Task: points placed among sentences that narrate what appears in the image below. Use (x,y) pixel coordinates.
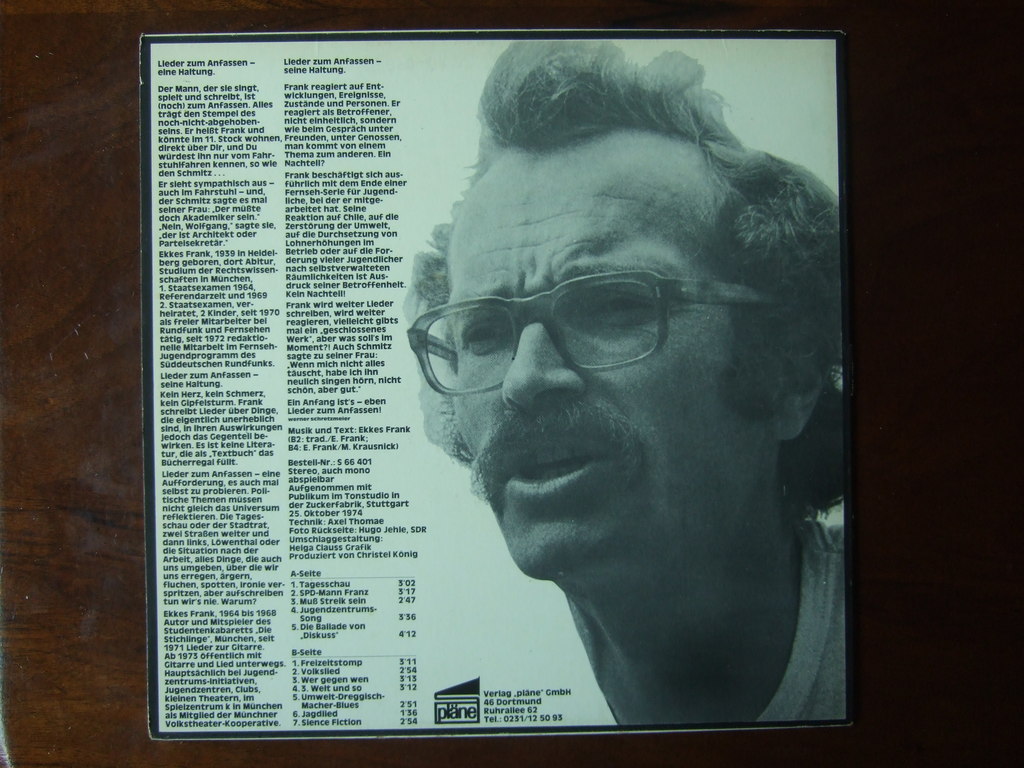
In the image we can see a table (123,715), on the table (123,715) there is a frame (626,130), In the frame (484,340) we can see a person (503,112) and text (304,132).
